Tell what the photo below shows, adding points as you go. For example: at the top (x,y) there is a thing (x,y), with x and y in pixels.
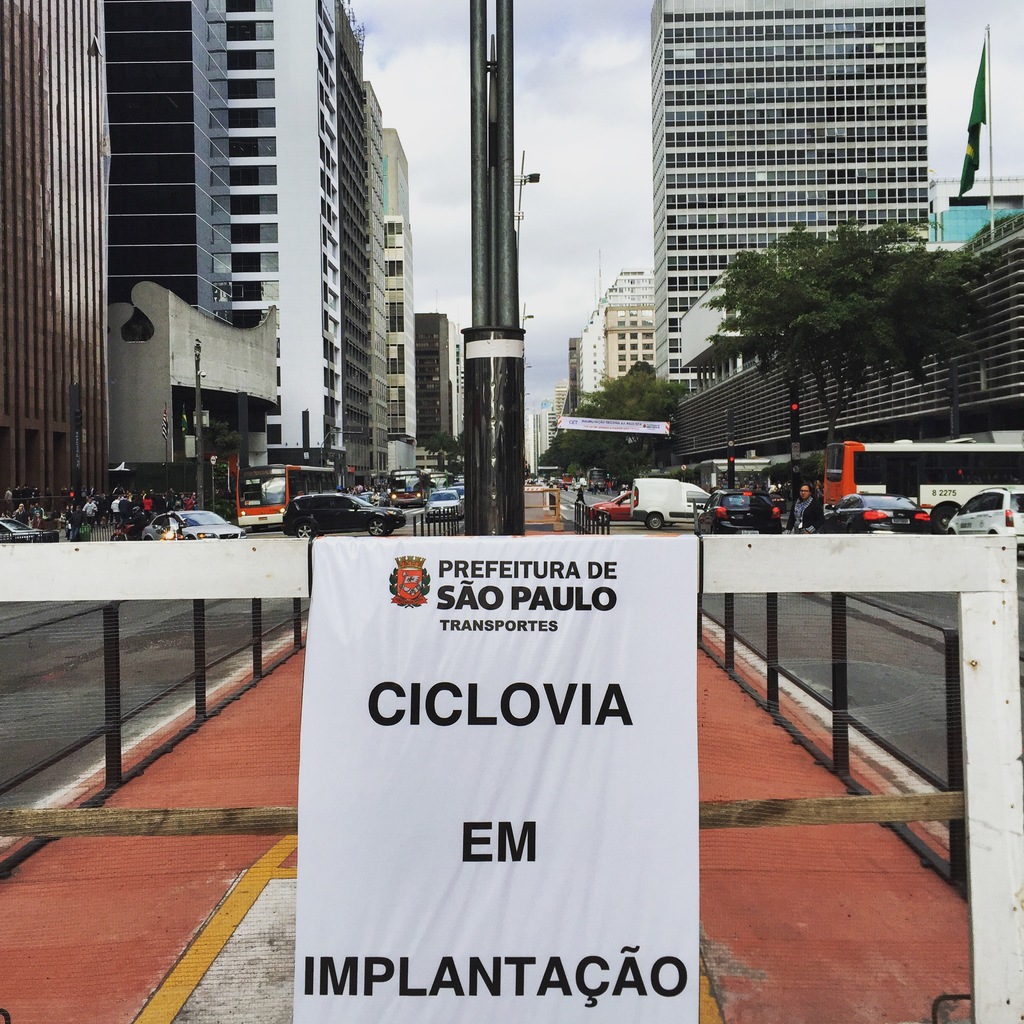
On a road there are many vehicles (426,490) passing by, in between the road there is a pole (478,490) and around the pole (496,488) there is a rectangular fencing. On the either side of the road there are massive buildings (71,370) and in between the road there is a bike lane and in front of the buildings (658,375) there are some trees (574,454), in the background (584,111) there is a sky (551,109).
